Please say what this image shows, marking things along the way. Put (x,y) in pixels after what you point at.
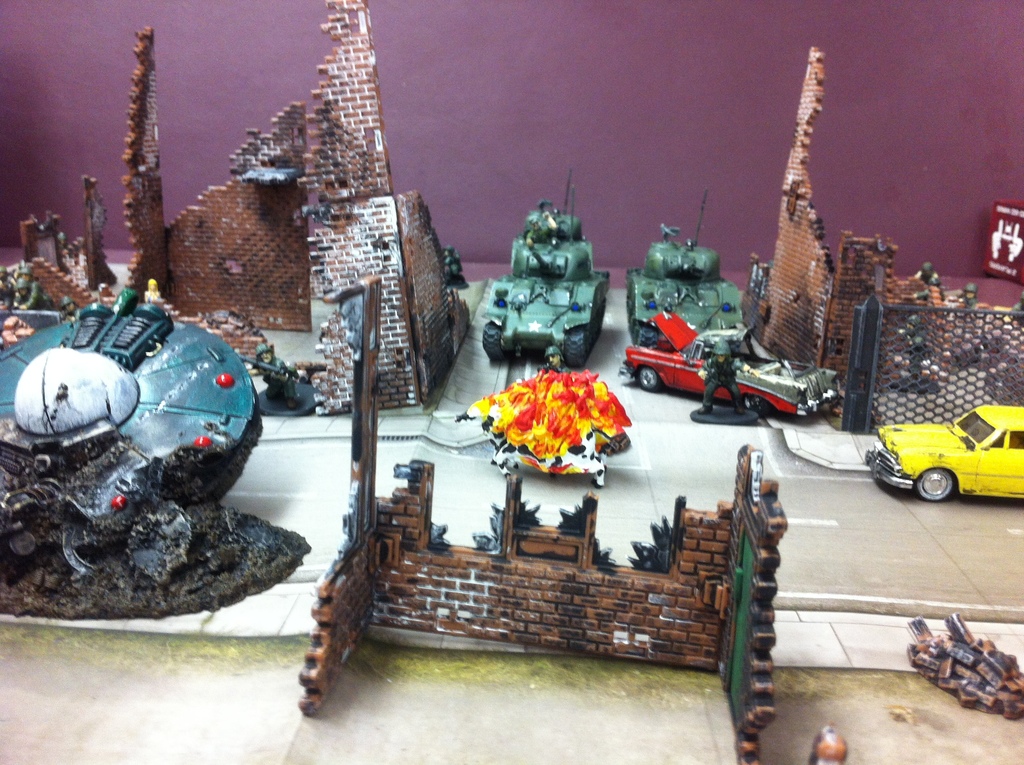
In this image we can see a group of toys (463,605) on a surface (842,484). Behind the toys (279,165) we can see a wall (535,128).
